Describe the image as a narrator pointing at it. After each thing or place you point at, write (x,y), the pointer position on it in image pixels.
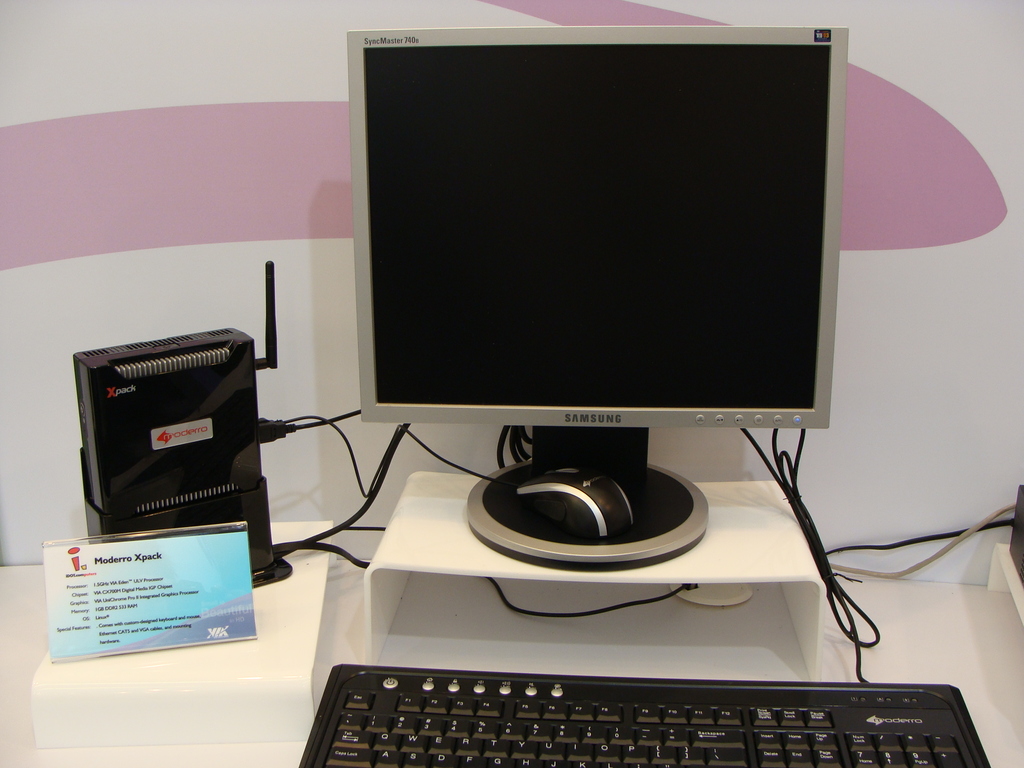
In this picture I can see personal computer (558,539). I can see electronic devices (621,686). I can see the wires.
